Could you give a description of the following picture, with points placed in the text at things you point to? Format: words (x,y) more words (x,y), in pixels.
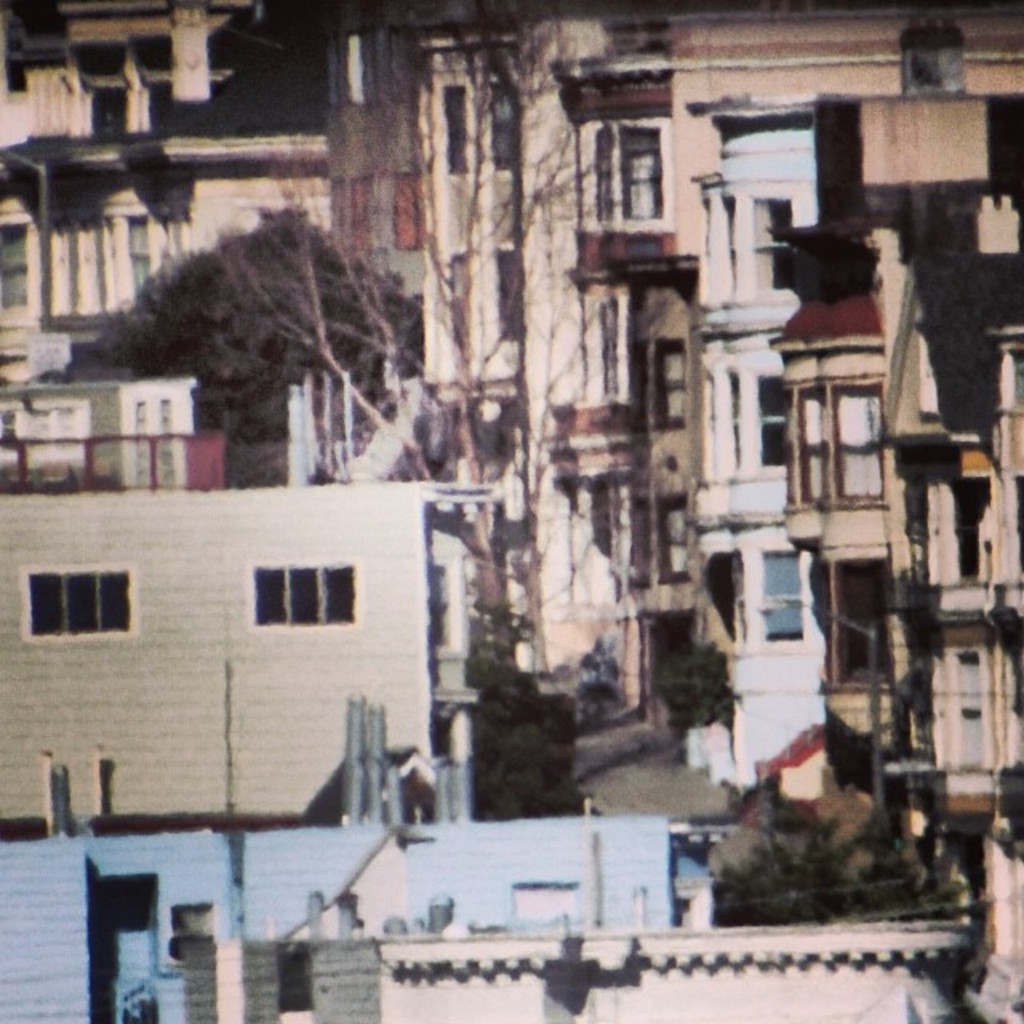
In the picture we can see some houses (102,996), buildings (26,977) and near to it, we can see some trees (730,859).
